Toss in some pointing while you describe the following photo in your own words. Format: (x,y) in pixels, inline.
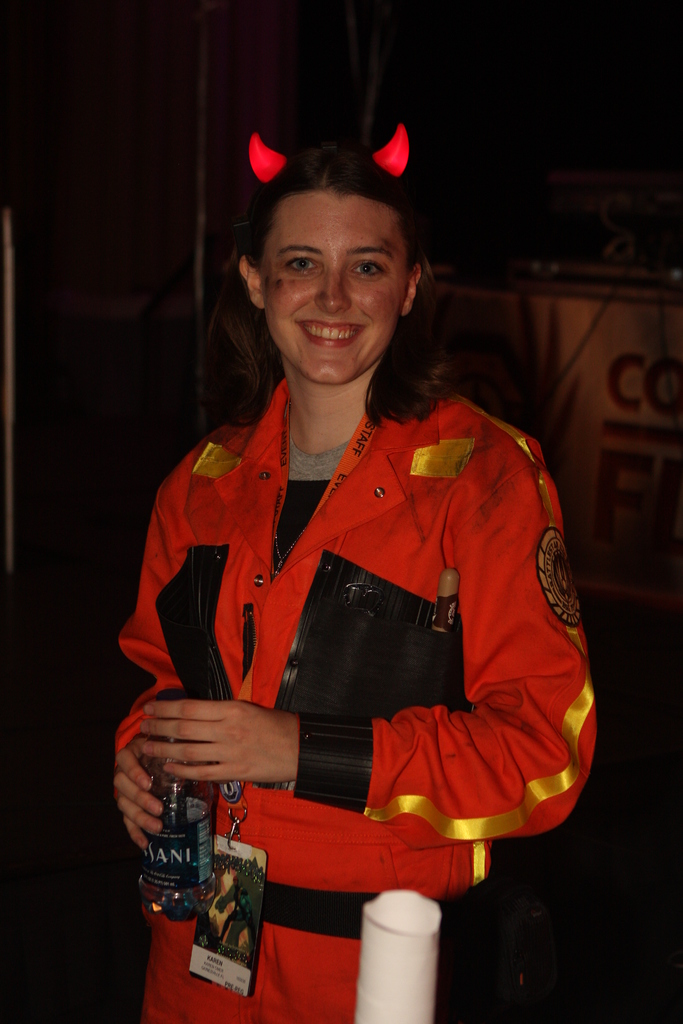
In this picture we can see women (306,850) wore jacket (354,545), horns (266,164) to her head (306,201) and smiling and holding bottle (164,809) in her hand (218,715) and in background (306,73) we can see it as dark.
